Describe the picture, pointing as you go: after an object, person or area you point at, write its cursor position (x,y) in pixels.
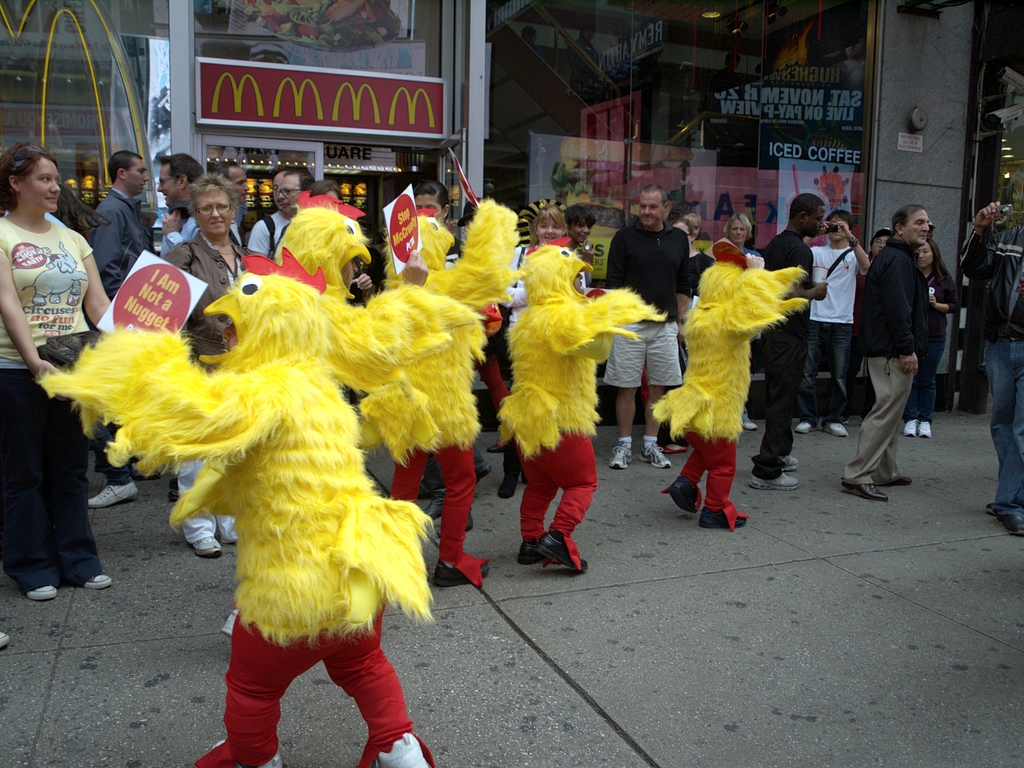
In this picture, we can see a group of people (451,289) standing and some people (389,363) are in the fancy dresses (296,491). Behind the people (251,277), there is a building (668,104) with glass doors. Inside the building (180,51), there are posters (342,61), light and some objects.
